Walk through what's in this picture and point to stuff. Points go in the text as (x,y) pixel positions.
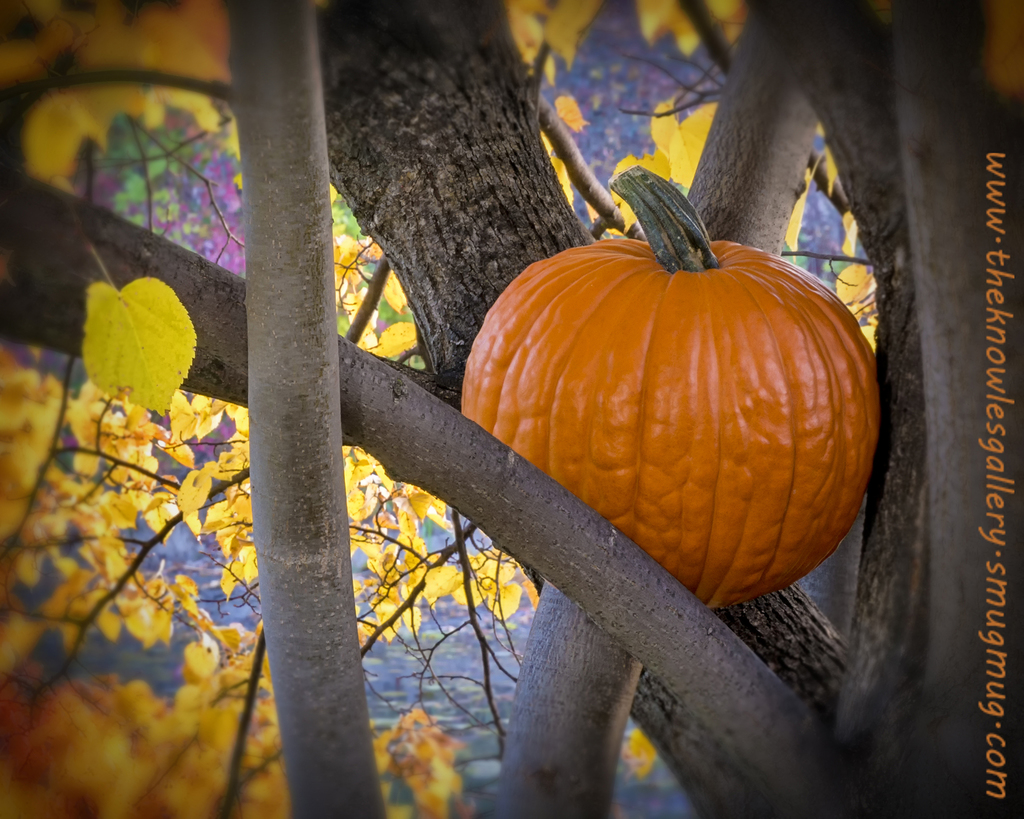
This is a pumpkin (754,353) which is in orange color in the branches (546,206) of a tree (351,419). In the left side (156,422) these are the leaves (93,589).
